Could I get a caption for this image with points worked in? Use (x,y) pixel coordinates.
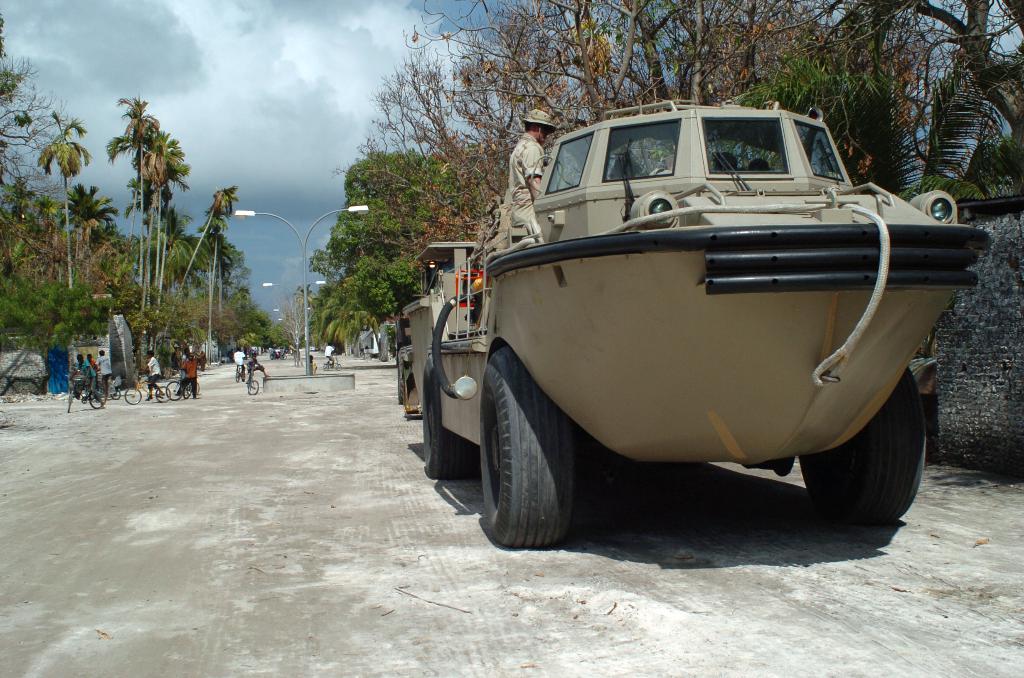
In this picture we can see a person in a vehicle (648,365), few vehicles (401,372) are on the road (355,412), behind we can see trees (819,77) and houses (129,352).
